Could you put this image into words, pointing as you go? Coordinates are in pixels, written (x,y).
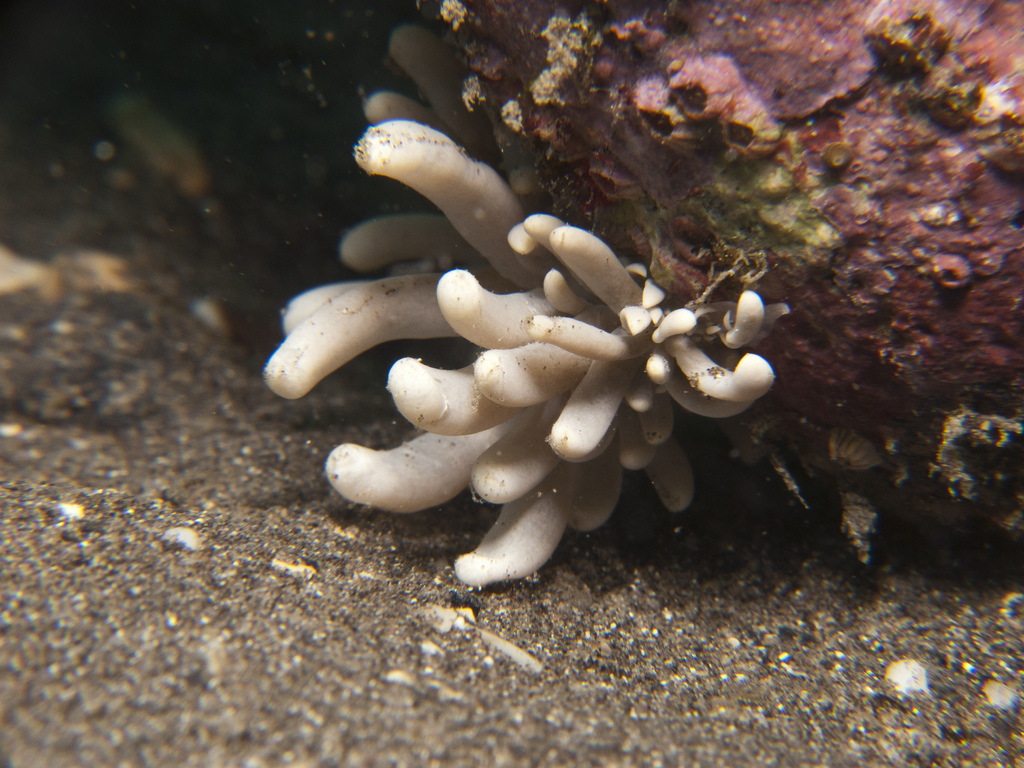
The picture might be clicked inside the water (36,152). At the bottom (321,597) we can see sand (195,627). In the middle (466,429) there is a plant (415,163). At the top (715,66) it is looking like a rock (816,22).
